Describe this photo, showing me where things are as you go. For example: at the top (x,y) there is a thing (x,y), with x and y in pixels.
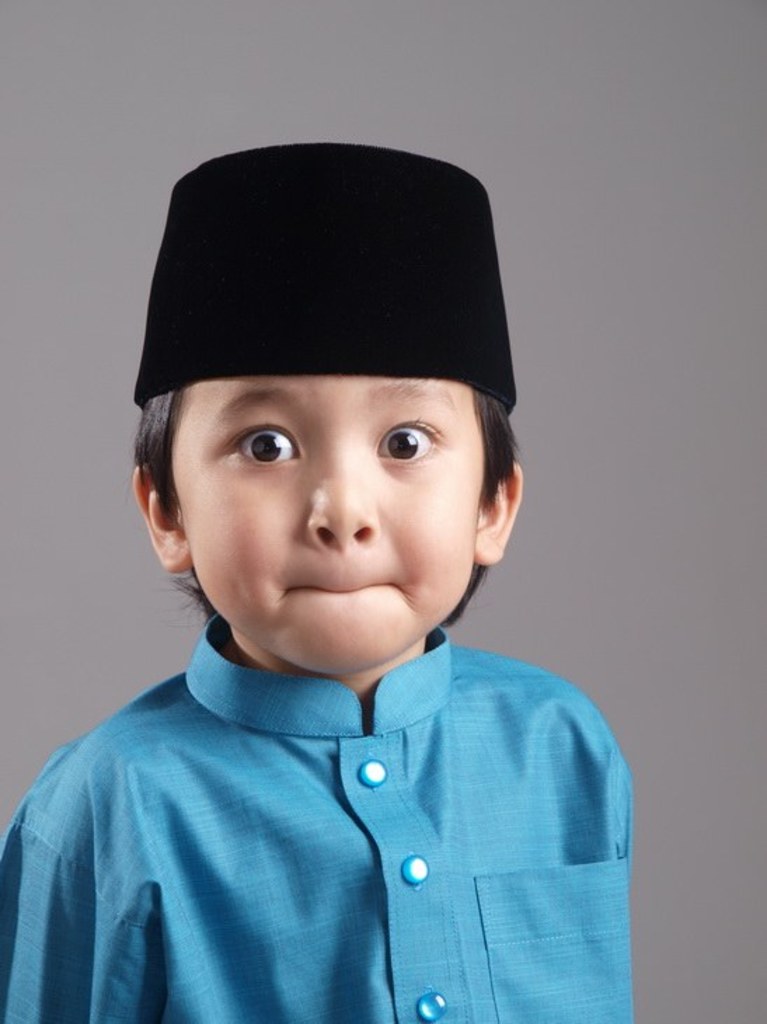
In the image there is a boy (399,636), he kept his lips (331,593) compressed, he is wearing a blue dress (361,820).
